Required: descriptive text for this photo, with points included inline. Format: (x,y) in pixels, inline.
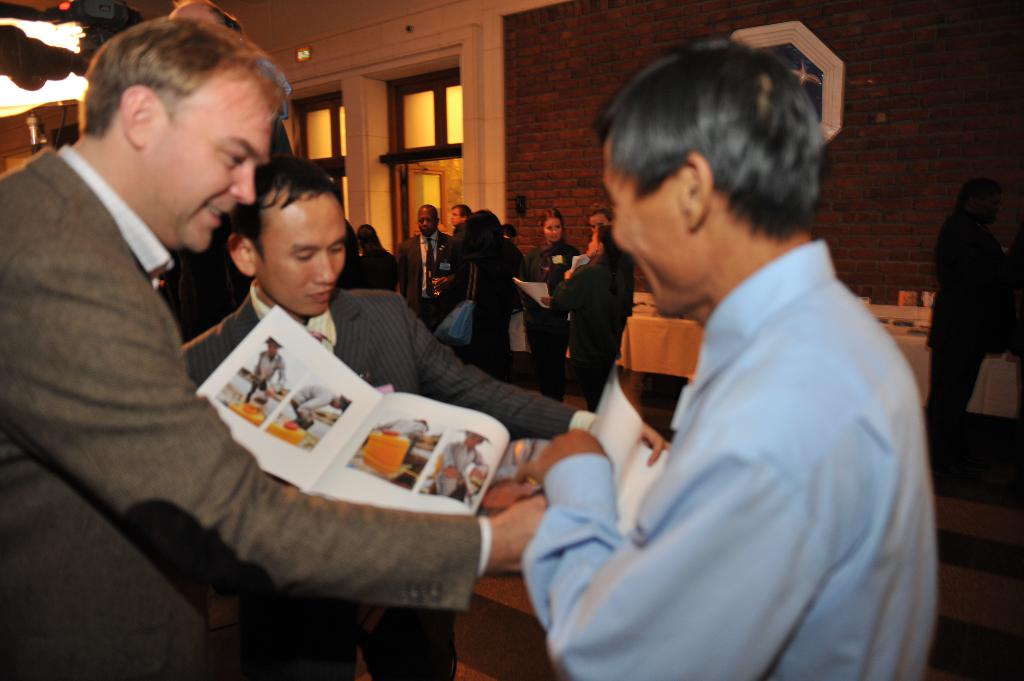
In the picture we can see three men (591,450) are standing and two men (143,131) are wearing blazers (101,296) and one man (583,437) is wearing a shirt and they are holding some magazine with some images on it and behind them, we can see some people (599,303) are standing near the tables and talking to each other and behind them we can see a wall (538,127) with some doors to it, and to the ceiling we can see a light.
